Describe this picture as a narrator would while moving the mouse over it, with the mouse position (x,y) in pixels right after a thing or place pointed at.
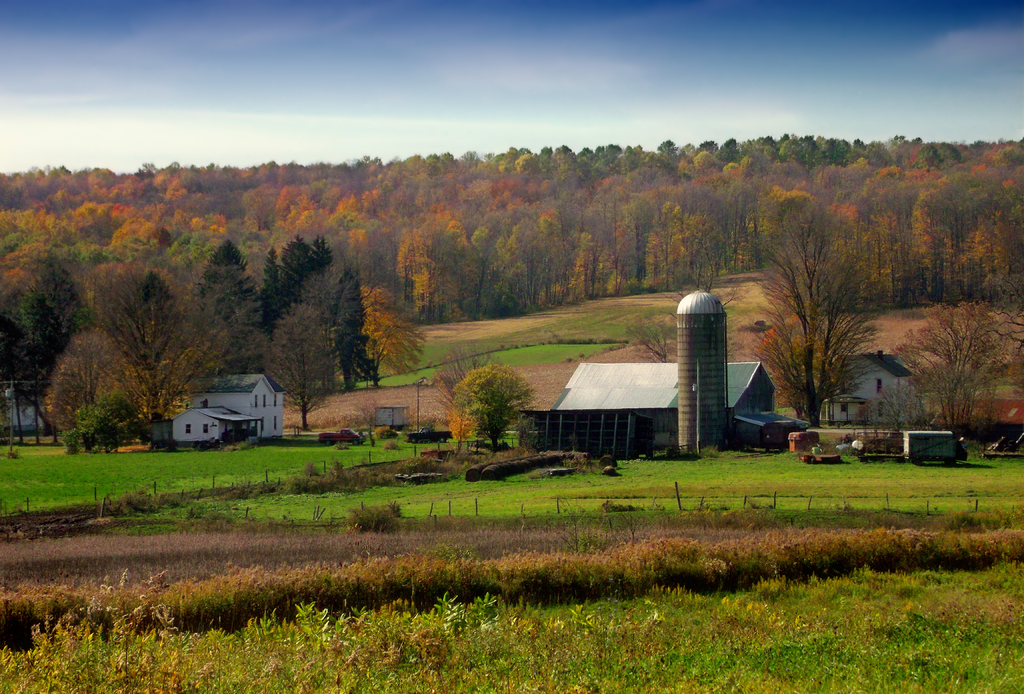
In this picture we can see plants (446,599), grass (504,508) on the ground (428,504), here we can see houses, trees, vehicles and some objects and we can see sky (881,135) in the background (974,7).
